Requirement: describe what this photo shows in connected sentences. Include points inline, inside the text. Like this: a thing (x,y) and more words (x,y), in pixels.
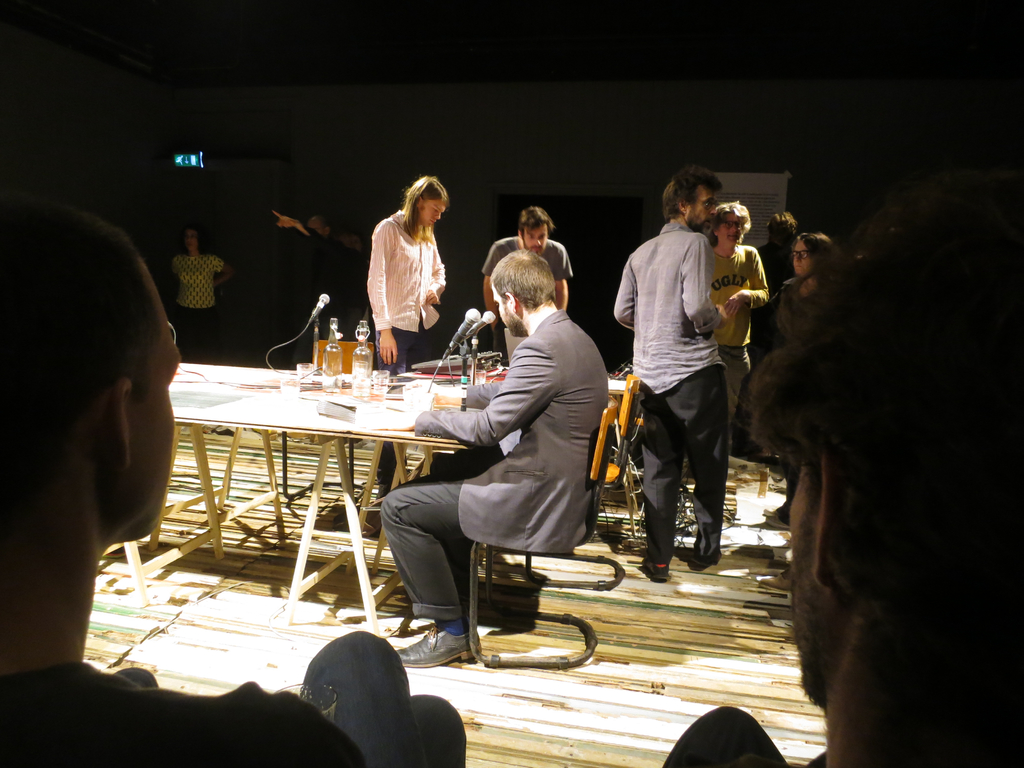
In this image there is a man (510,470) who is sitting on the chair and table (266,429) in front of him. On the table (294,405) there are mics (449,346), glasses (289,380), cups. At the background (373,244) there are people (431,235) who are standing around the table (223,497). There are chairs (621,428) in the middle of people (351,260).
